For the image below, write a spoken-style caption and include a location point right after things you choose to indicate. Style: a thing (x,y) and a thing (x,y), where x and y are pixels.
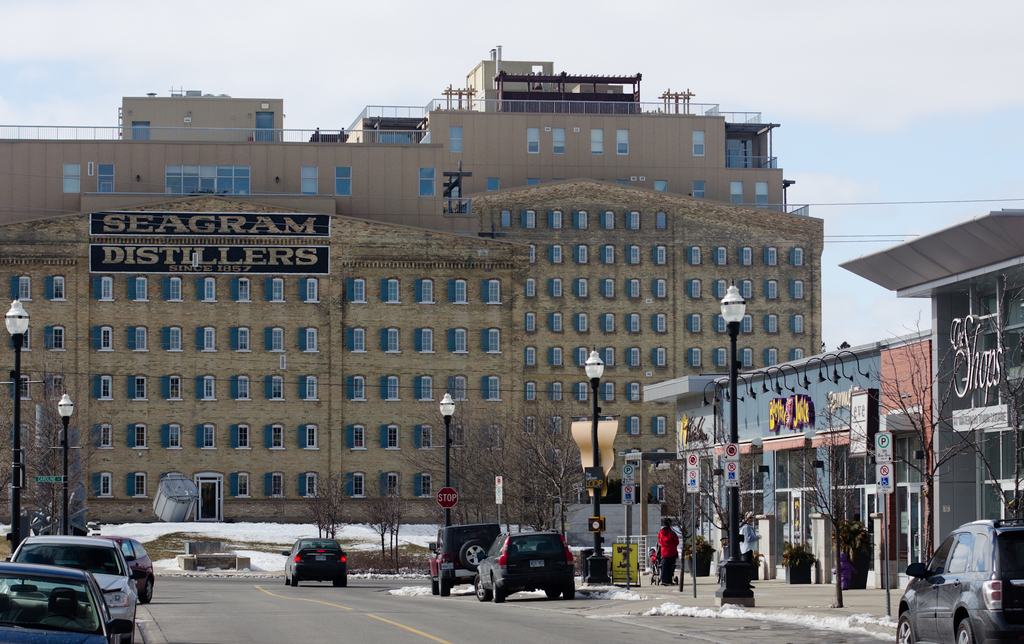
In the image in the center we can see few vehicles (334,549) on the road (267,627). And we can see few people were standing. In the background (636,57) we can see the sky (979,38), clouds (352,57), buildings (255,352), windows (605,294), poles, banners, sign boards (986,414) etc.
